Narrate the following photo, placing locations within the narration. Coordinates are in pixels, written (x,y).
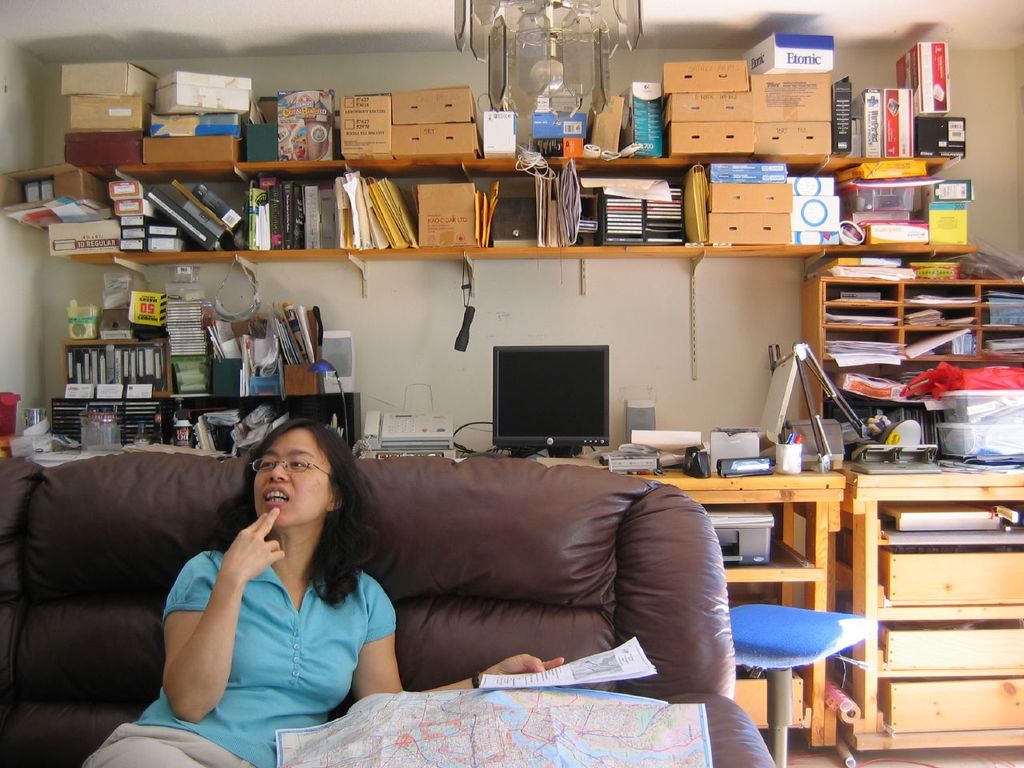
This is a picture taken in a room (353,355), the woman (250,626) in blue t shirt (239,657) was sitting on a sofa (138,647) and holding a paper (544,672). Behind the woman (293,601) there is a shelf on shelf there are books (328,200), monitor (532,388), pens (796,442) and cardboard boxes (770,140).
